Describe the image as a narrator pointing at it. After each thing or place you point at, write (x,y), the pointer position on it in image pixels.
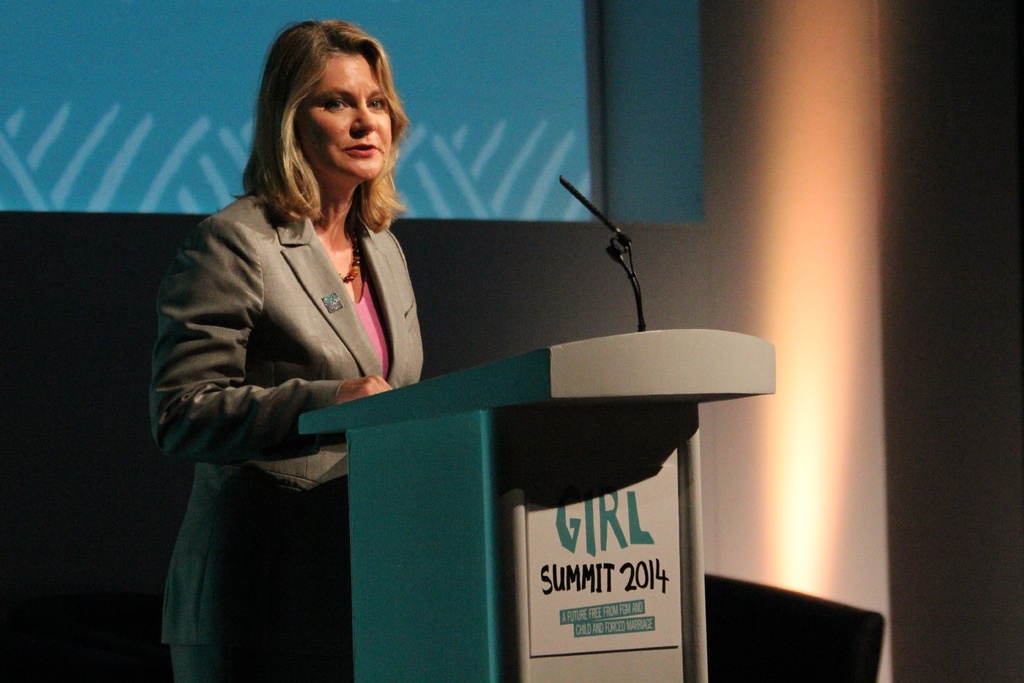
In the center of the picture (349,247) there is a woman (315,129) standing in front of podium (476,436) and talking into the mic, behind her there is a projector screen (488,150). On the right (816,410) it is wall (854,268) painted white.
